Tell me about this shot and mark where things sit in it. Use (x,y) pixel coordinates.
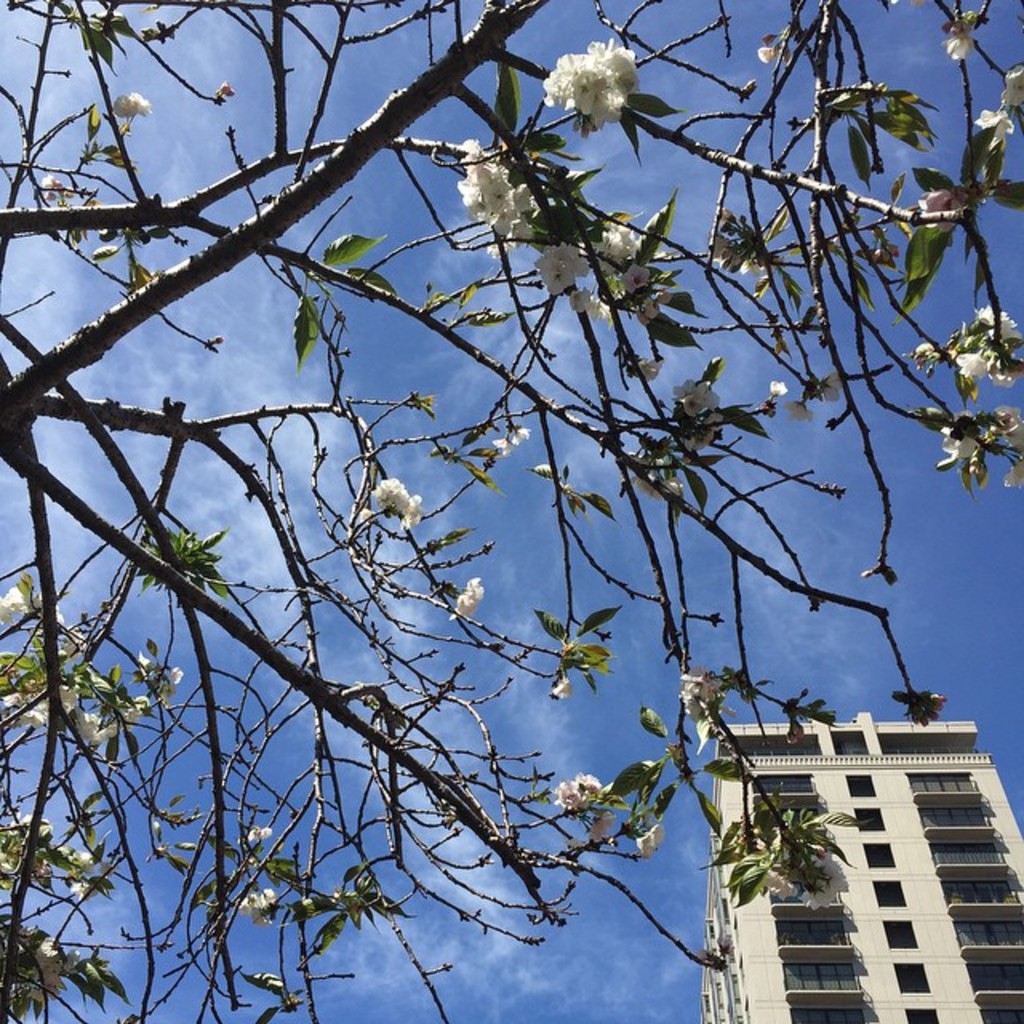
There is white flowers tree (489,458) and a building (925,875) at the back (866,823).
